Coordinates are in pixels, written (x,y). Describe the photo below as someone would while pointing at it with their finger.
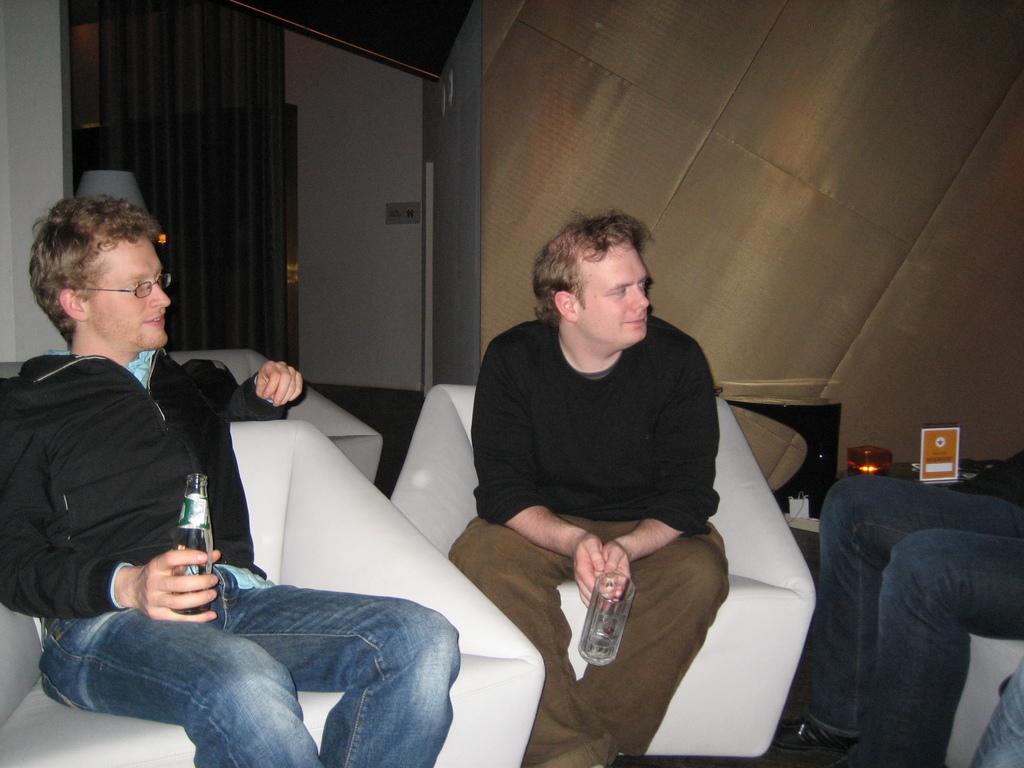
This picture is clicked inside a room (911,289). There are three people (214,575) sitting cozily on couch (274,523). The man (208,468) to the left corner (199,416) is wearing a black jacket (211,451) and is holding a bottle (185,528) in his hand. Behind him there is a lamp (133,184). The man (494,420) to the center (513,445) is holding a glass (616,597) in his hand (614,553). Beside him there is a table (894,466) and on it there is a candle (866,465) and a small board (930,464). In the background (895,274) there is wall (736,141) and a door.
